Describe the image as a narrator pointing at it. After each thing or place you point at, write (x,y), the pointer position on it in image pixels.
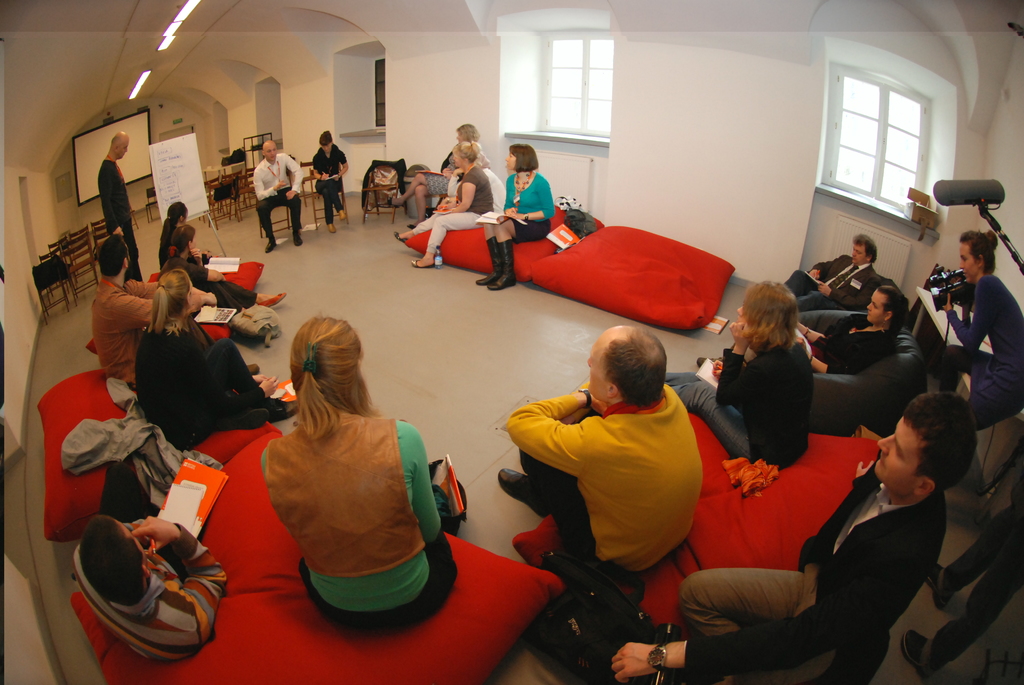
This picture is clicked inside the room (752,146). In this picture, we see many people (309,387) are sitting on the red color beds (722,481). On the right side (1007,343), we see a woman (985,300) in purple dress (971,329) is holding a camera (951,302) in her hands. On the left side (118,140), we see a man (123,180) in black T-shirt (111,200) is standing and I think he is explaining something. Beside him, we see a white board (184,173) with some text (178,186) written on it. Beside that, we see a man (295,172) and a woman (318,182) are sitting on the chairs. Behind them, we see empty chairs (243,193), projector screen (139,111) and a white wall (317,73). We even see windows (383,75).
